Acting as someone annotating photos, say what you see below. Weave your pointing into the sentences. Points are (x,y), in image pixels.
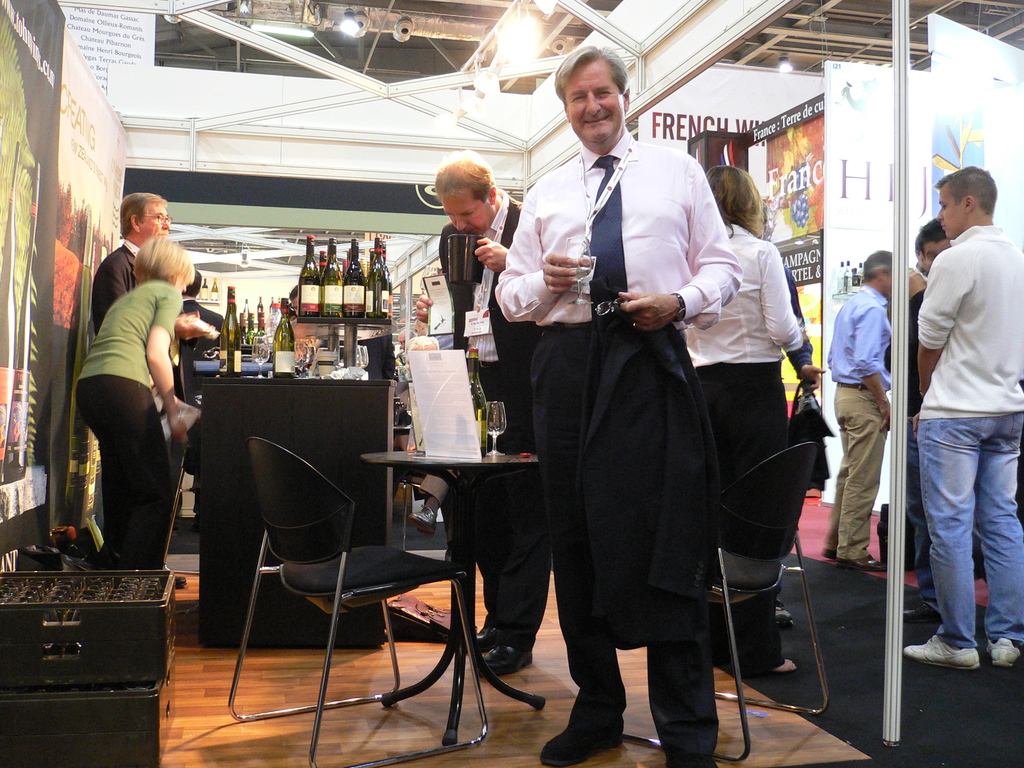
In this picture there is a man (600,217) in the center (587,417), he is holding a glass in one hand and blazer (614,293) in another hand (658,315) and he is smiling. Behind him there is a chair (340,494), table (486,463) and a man (468,219) holding a cup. Towards the left (146,505) there are two persons (142,361) standing besides a table (251,405). On the table (318,408) there are group of bottles (238,332). Towards the right (859,342) there are group of persons (811,363) are standing.
